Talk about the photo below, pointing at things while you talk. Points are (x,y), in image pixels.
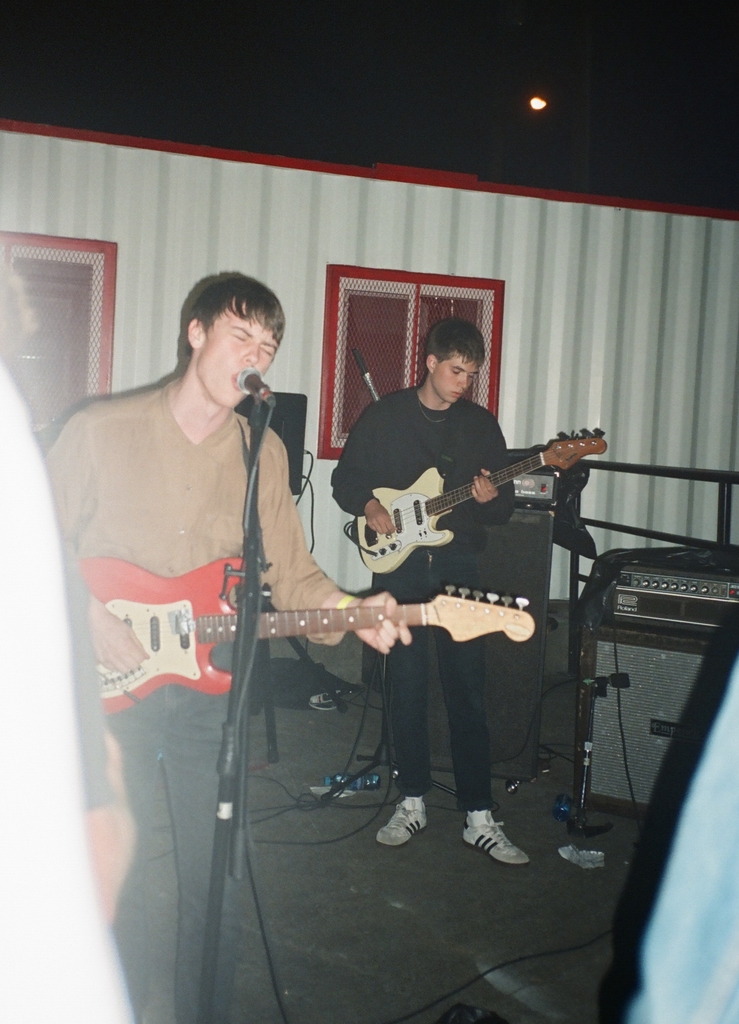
In this picture there are two men (210,443) playing guitar (415,604) and singing. There is a mic (245,378) and few objects (591,624). There is a white background (473,233) and a light (541,100). There is a bottle (374,783) on the floor (503,804).
